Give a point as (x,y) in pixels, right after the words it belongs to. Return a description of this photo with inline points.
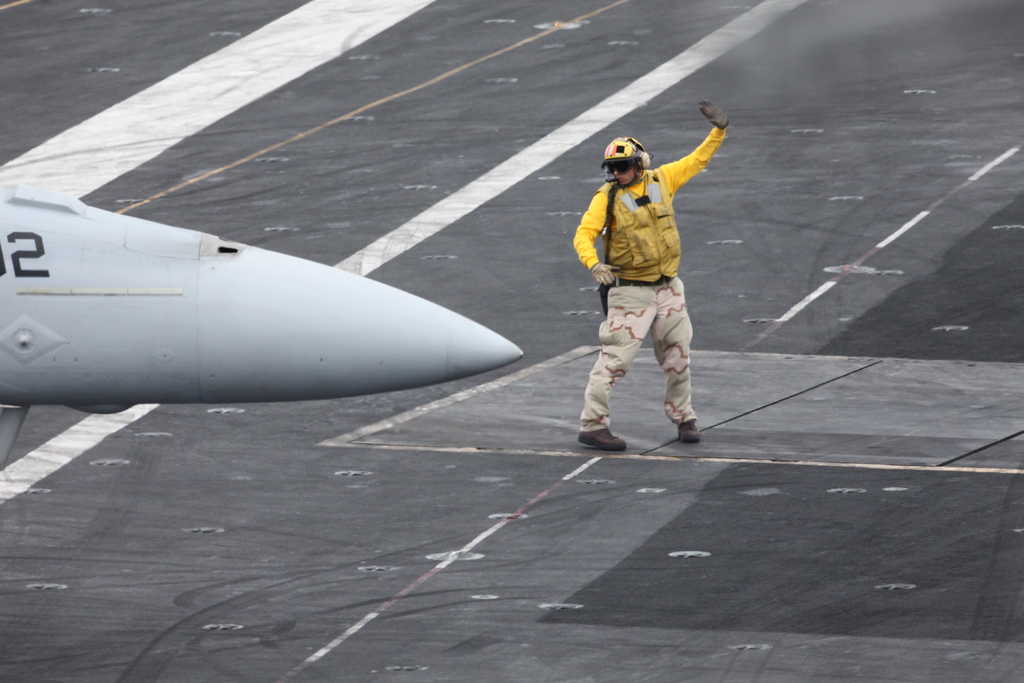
In this picture I can observe a person (609,352) standing on the runway (734,262). He is wearing yellow color coat (632,191) and a helmet (615,154) on his head (636,168). On the left side (225,271) I can observe an airplane (184,301) which is in white color.
